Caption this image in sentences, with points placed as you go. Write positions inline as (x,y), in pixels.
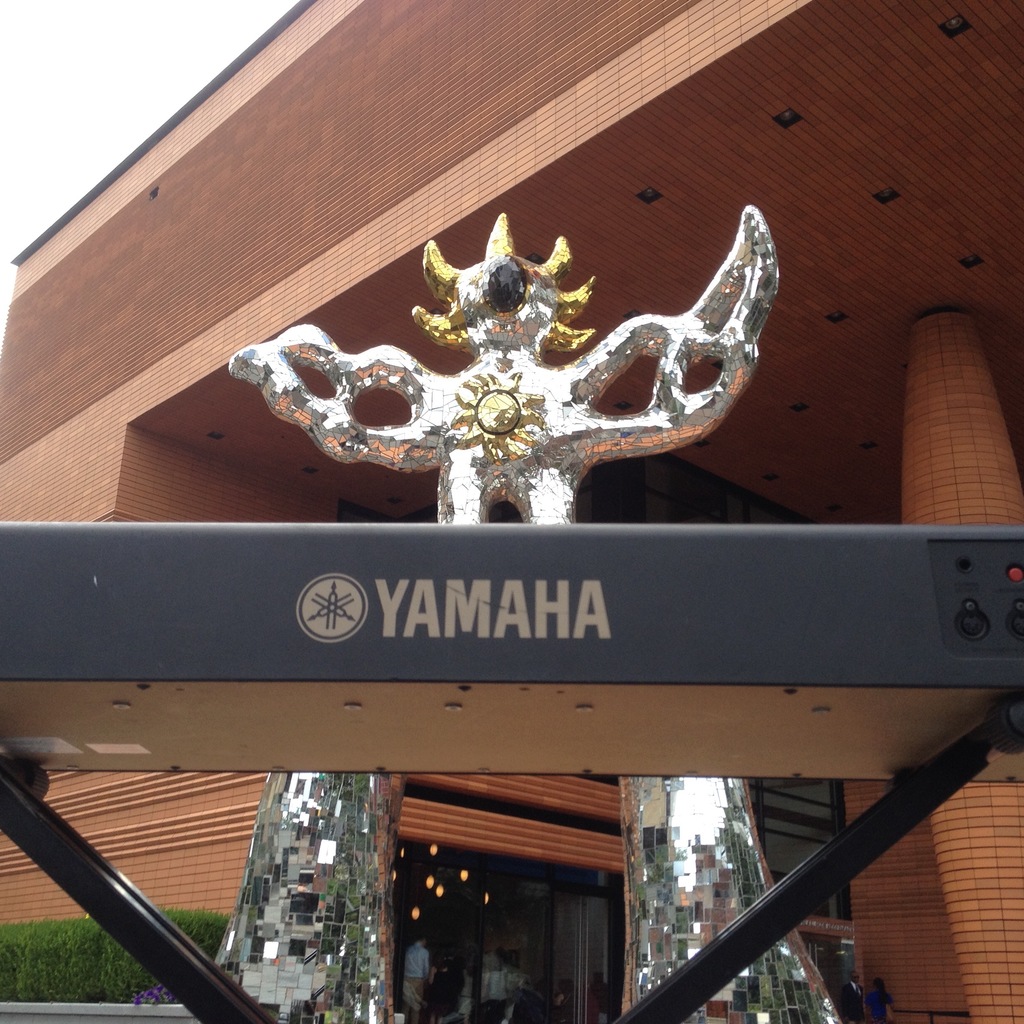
In the foreground (896,578) I can see a keyboard (304,544), sculpture (472,517), plants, group of people (443,961) on the road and a building (193,419). On the top left (80,79) I can see the sky (124,96). This image is taken during a day.
